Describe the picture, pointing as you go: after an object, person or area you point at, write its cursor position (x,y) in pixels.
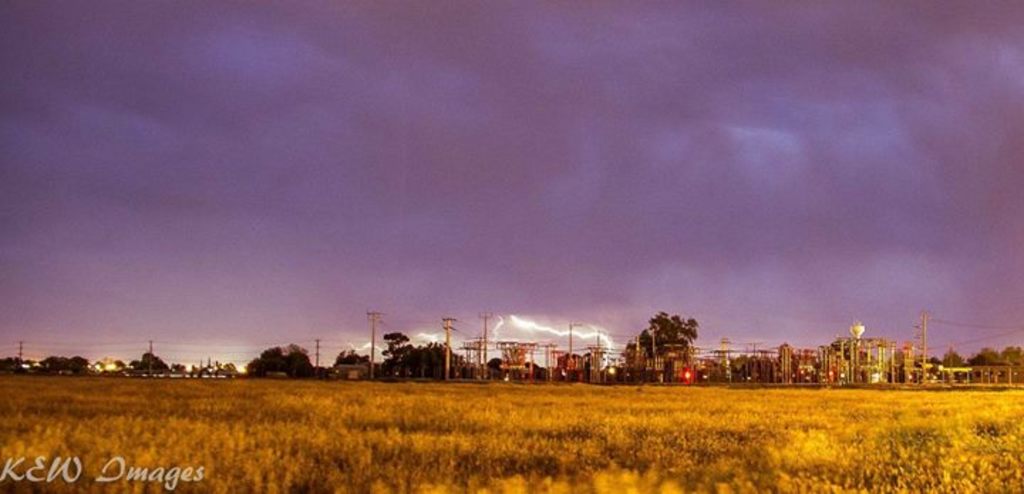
In this image, we can see power plants (813,357), poles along with wires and there are trees (404,365), lights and we can see thunders (516,320). At the top (689,155), there is sky (468,318) and at the bottom (408,441), there is ground (262,433) covered with plants (179,436) and we can see some text (60,471).
